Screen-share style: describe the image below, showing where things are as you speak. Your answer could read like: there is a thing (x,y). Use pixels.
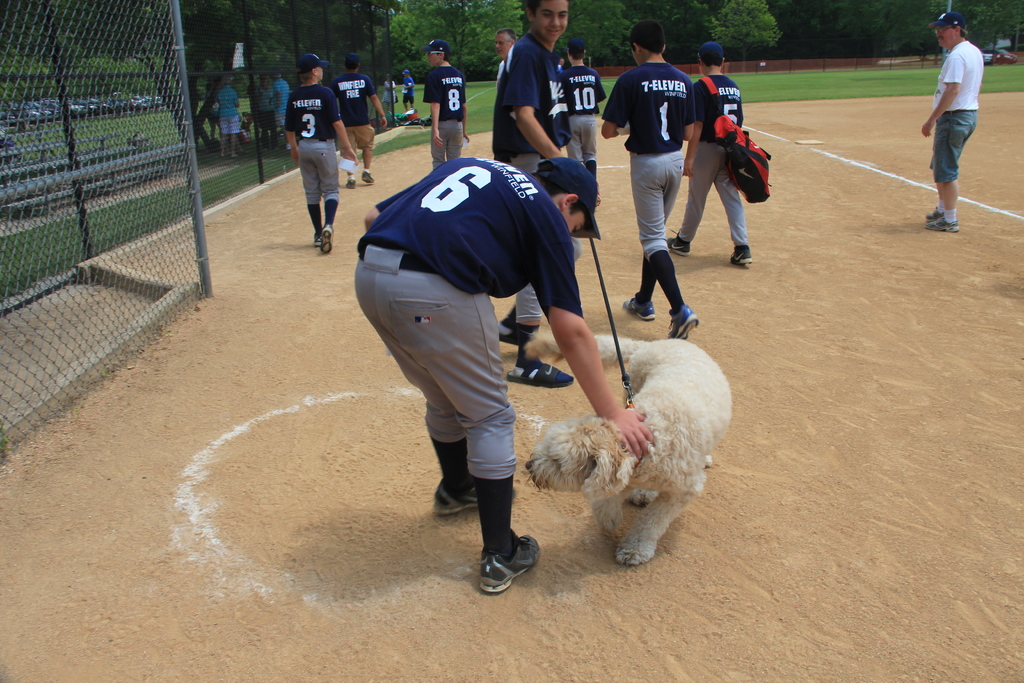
This image is taken outdoors. At the bottom of the image (224,527) there is a ground (835,415). In the background (413,18) there are many trees (771,16) and a car (993,52) is parked on the ground (924,80). On the left side of the image (83,145) there is a mesh (161,98) and there is a railing (85,154). Many cars (141,106) are parked on the ground (128,123). In the middle of the image (674,322) a few people (445,43) are walking on the ground (394,153) and a few are standing. A boy (494,217) standing on the ground (630,324) and there is a dog (624,468) on the ground (879,185). On the right side of the image (964,65) a man (949,156) is standing on a ground (956,247).
